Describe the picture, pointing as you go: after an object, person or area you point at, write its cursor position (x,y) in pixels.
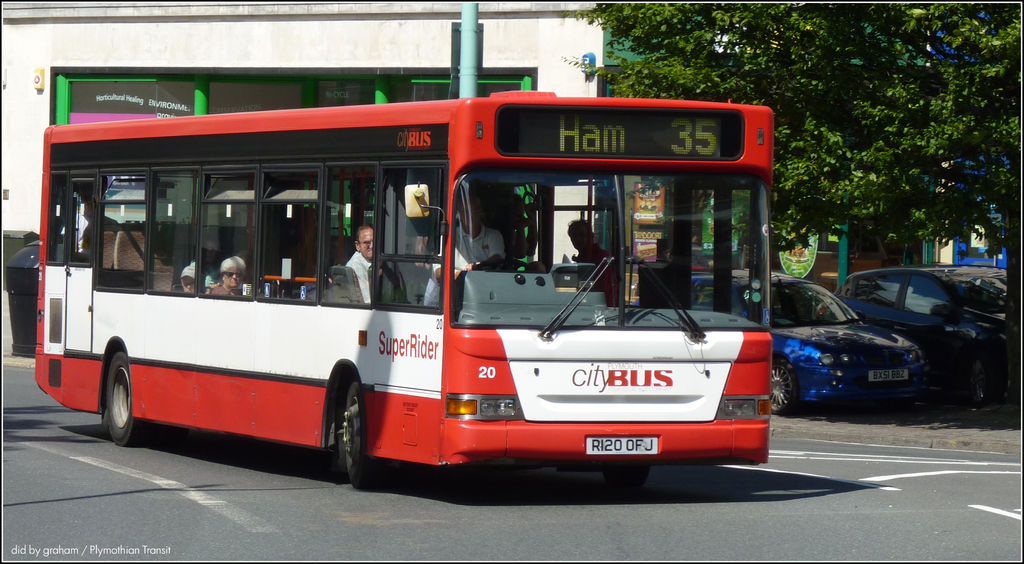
In this image I can see a bus (343,409). I can see few persons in the bus (531,336). On the right side (880,322) I can see two cars (888,377). I can see a tree (929,131) In the background (309,74) I can see a building (380,64).
